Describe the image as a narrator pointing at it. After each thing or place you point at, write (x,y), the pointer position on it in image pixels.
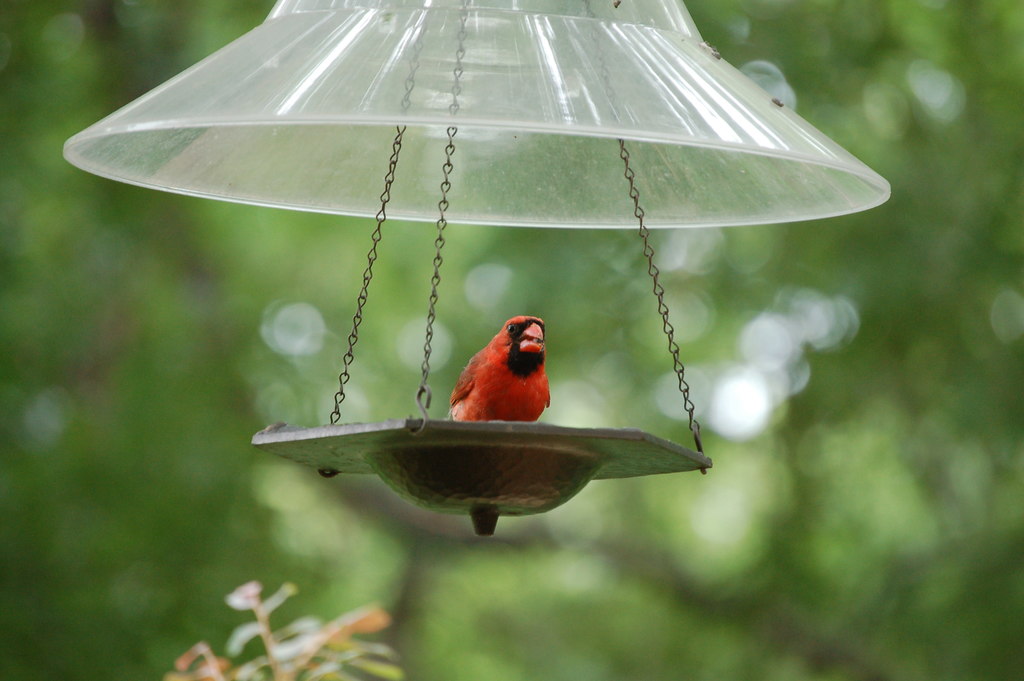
In this image, we can see a bird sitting on a hanging bird feeder (452,128), in the background (950,593) we can see some trees (92,441).
